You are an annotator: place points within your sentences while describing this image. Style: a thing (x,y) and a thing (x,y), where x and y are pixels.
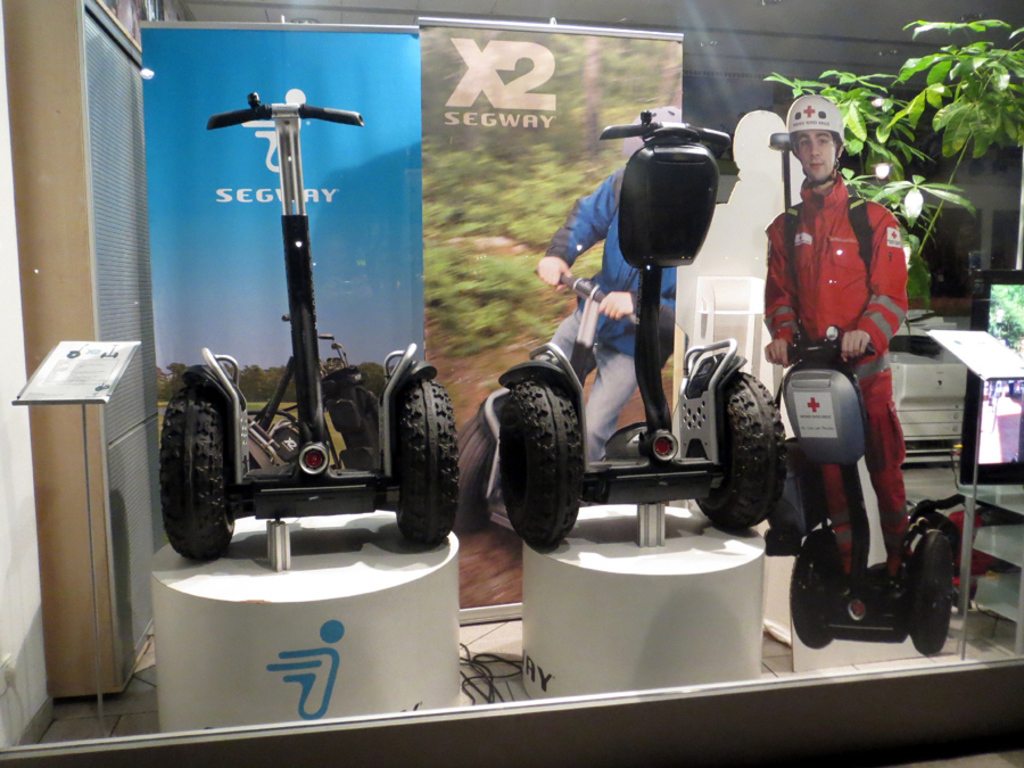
Here we can see vehicles (609,499). These are information boards (994,372), screen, hoardings (584,123) and plant (950,106).
